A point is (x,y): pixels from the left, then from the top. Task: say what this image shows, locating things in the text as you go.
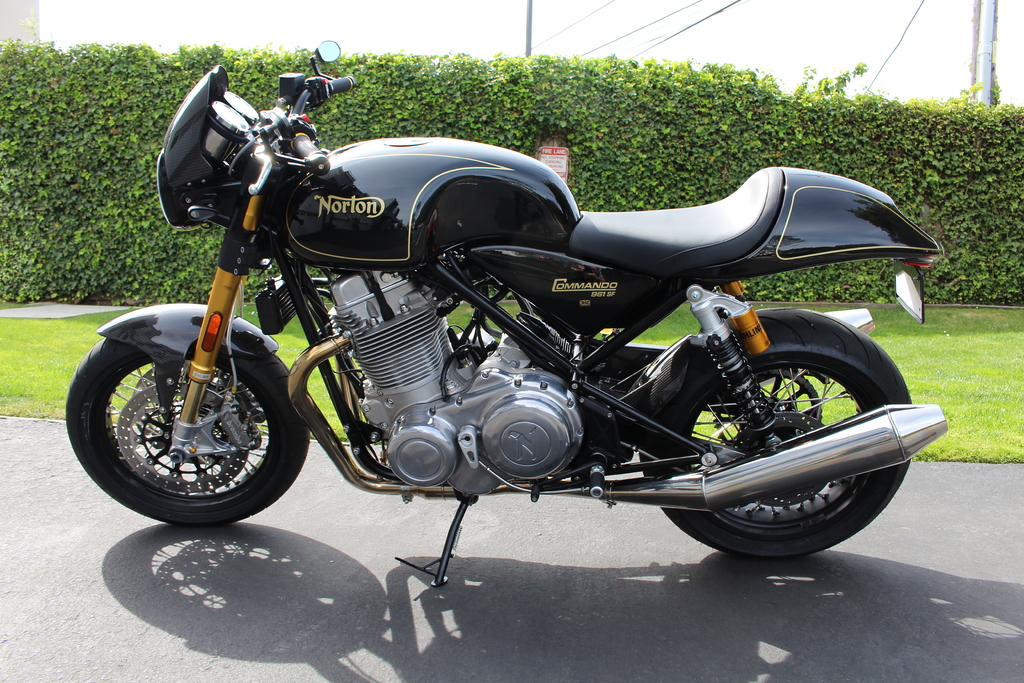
In this image I can see a motorbike (376,368) which is silver, black and gold in color on the road (358,532). In the background (22,345) I can see some grass (45,388), few plants (87,197), a metal pole (974,79), few wires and the sky (494,37).
